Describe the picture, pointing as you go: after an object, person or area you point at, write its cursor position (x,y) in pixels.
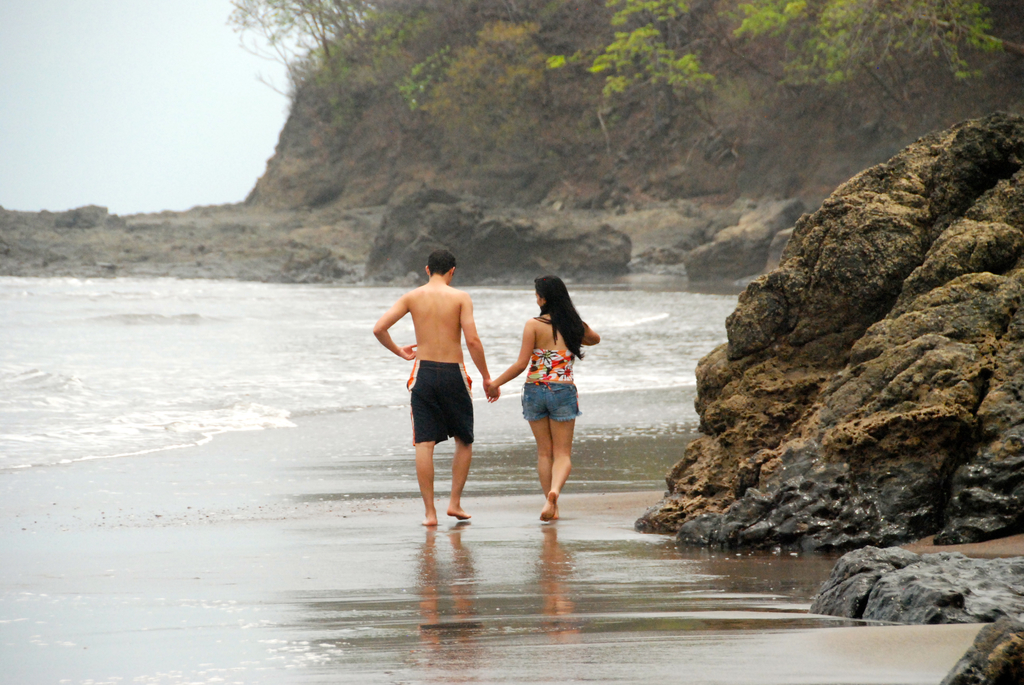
In this image we can see a man (455,351) and a woman (521,361) walking on the sea shore (495,423). There are rocks (824,340). Also there are trees (693,66). On the left side (220,127) there is sky (124,173) and water (168,330).
